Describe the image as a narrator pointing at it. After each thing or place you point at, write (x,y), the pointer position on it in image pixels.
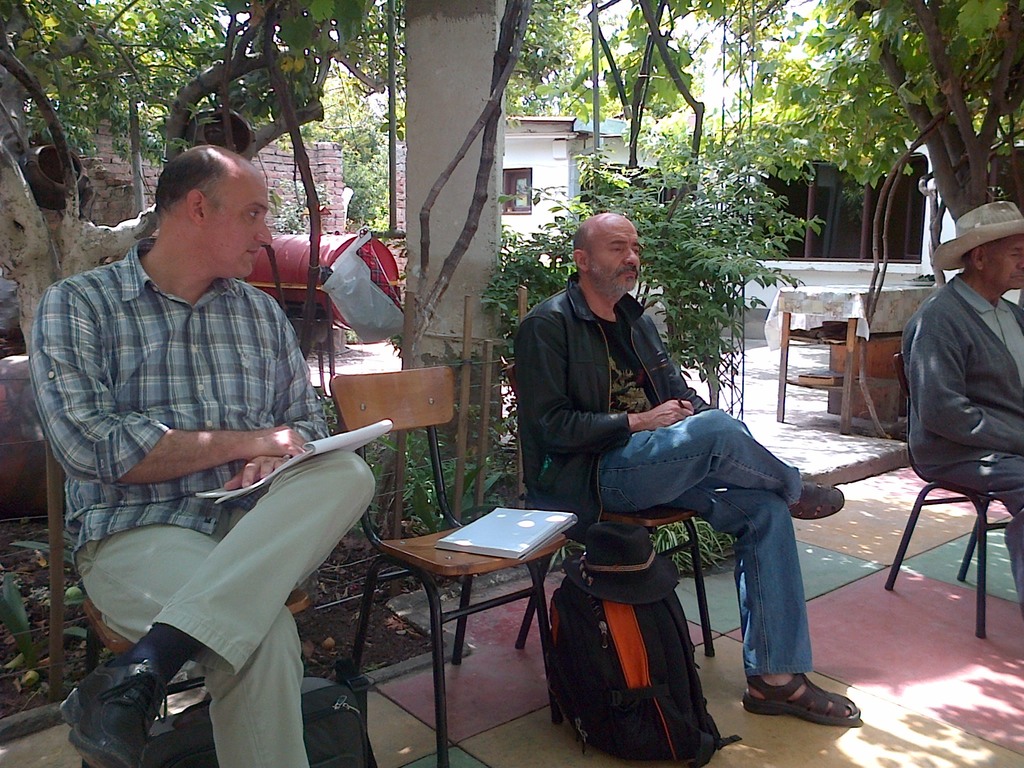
As we can see in the image there are trees (980,51), house (544,156) and three people (994,435) sitting in the front (1012,434) and there are chairs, books (249,491) and bag (640,689).
